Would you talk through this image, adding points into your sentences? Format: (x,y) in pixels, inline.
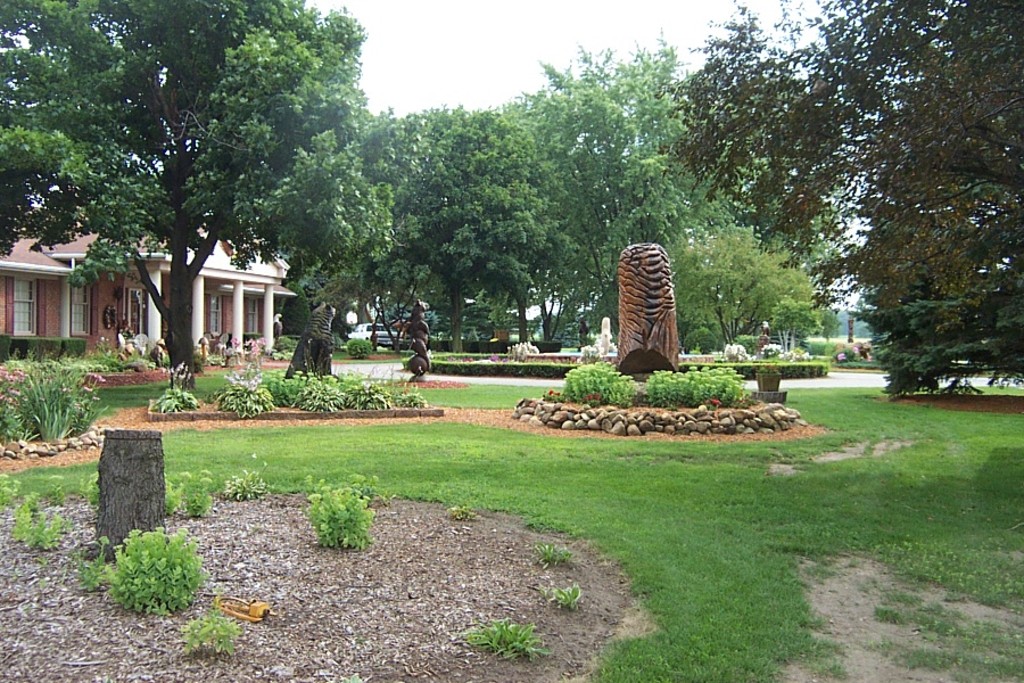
In this image there are sculptures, grass (490,447), plants (15,375), rocks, building (44,280), trees (288,223), sky (421,81).
